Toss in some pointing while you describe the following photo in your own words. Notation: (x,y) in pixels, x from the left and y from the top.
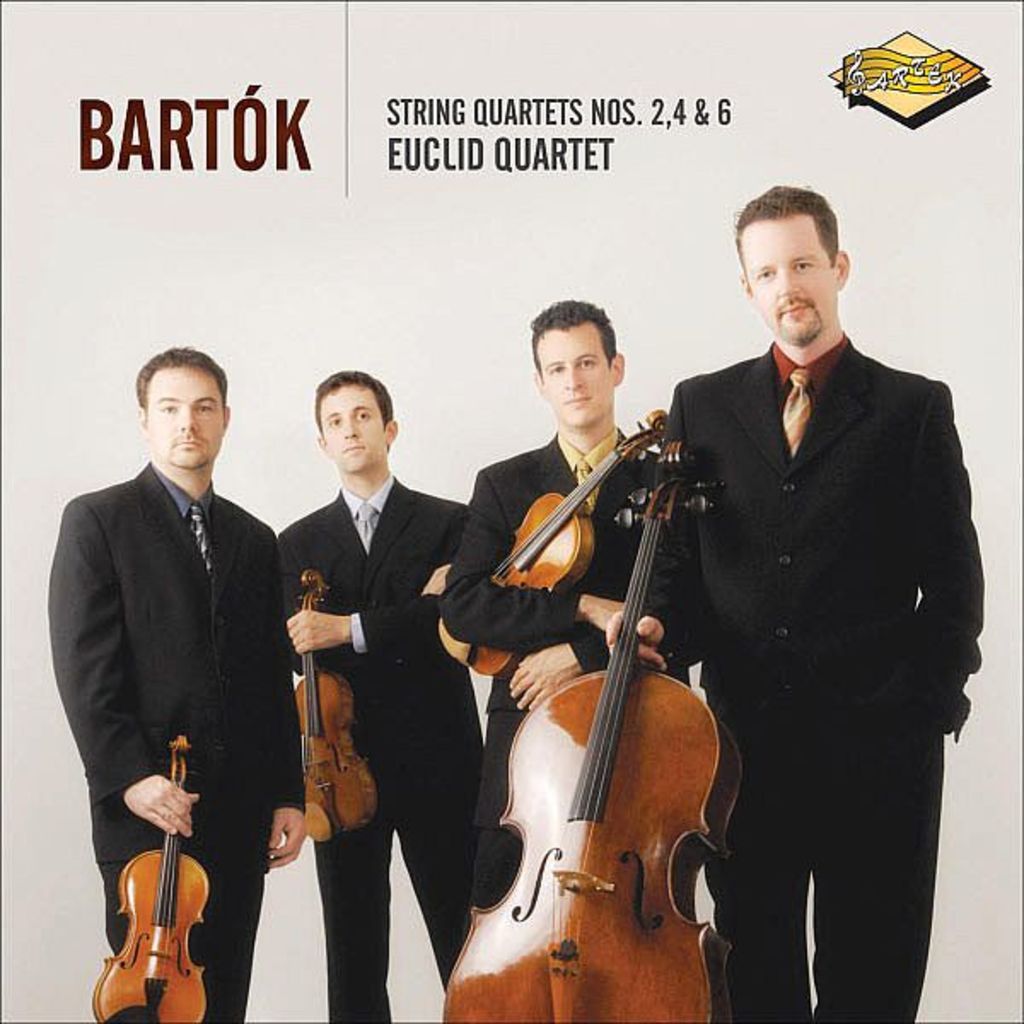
In this image I can see four men (368,628) are wearing black color suits (598,532), standing and holding the musical instruments (596,853) in their hands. It is looking like a poster.
